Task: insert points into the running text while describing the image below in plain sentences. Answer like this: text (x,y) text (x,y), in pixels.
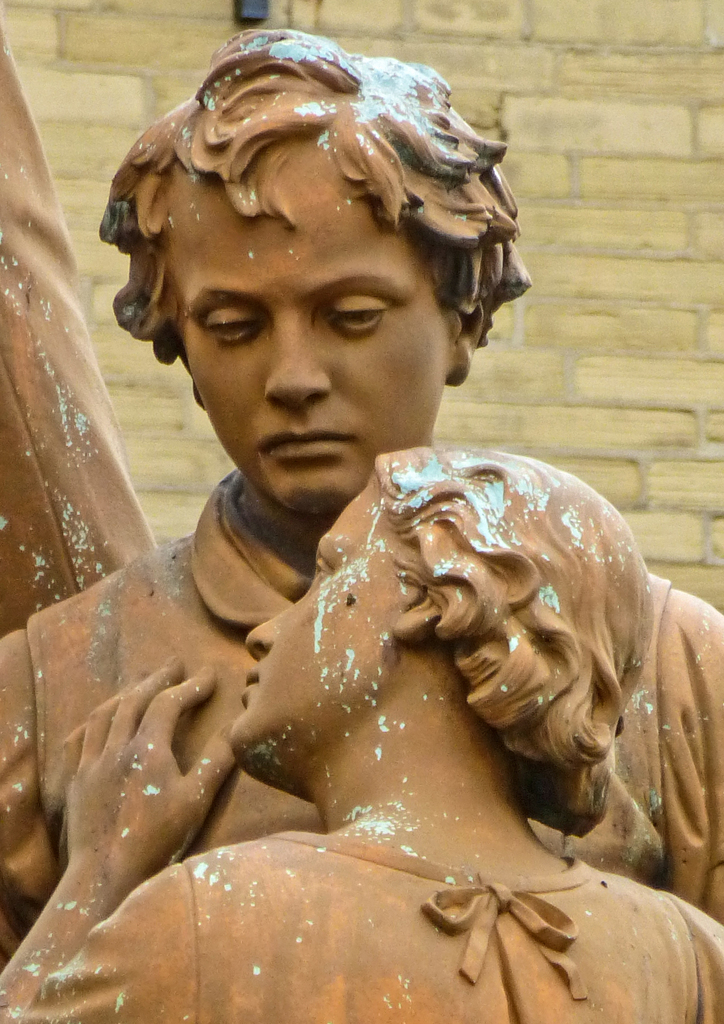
In this image there is a statue (354,909). In the background (646,426) there is a wall (626,173).
